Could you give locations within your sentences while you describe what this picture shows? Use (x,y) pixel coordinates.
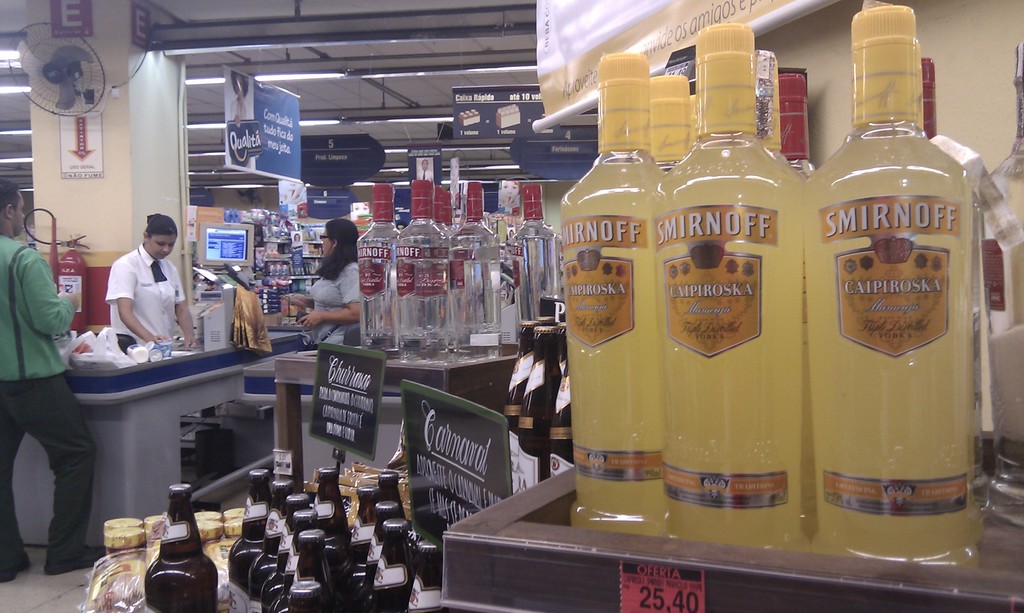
In this picture there is a bottles (447,276) placed in the shelf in a market (351,488). In the background (156,293) there are some people (137,286) standing here. There is a fan (59,78) attached to the wall (91,188).
